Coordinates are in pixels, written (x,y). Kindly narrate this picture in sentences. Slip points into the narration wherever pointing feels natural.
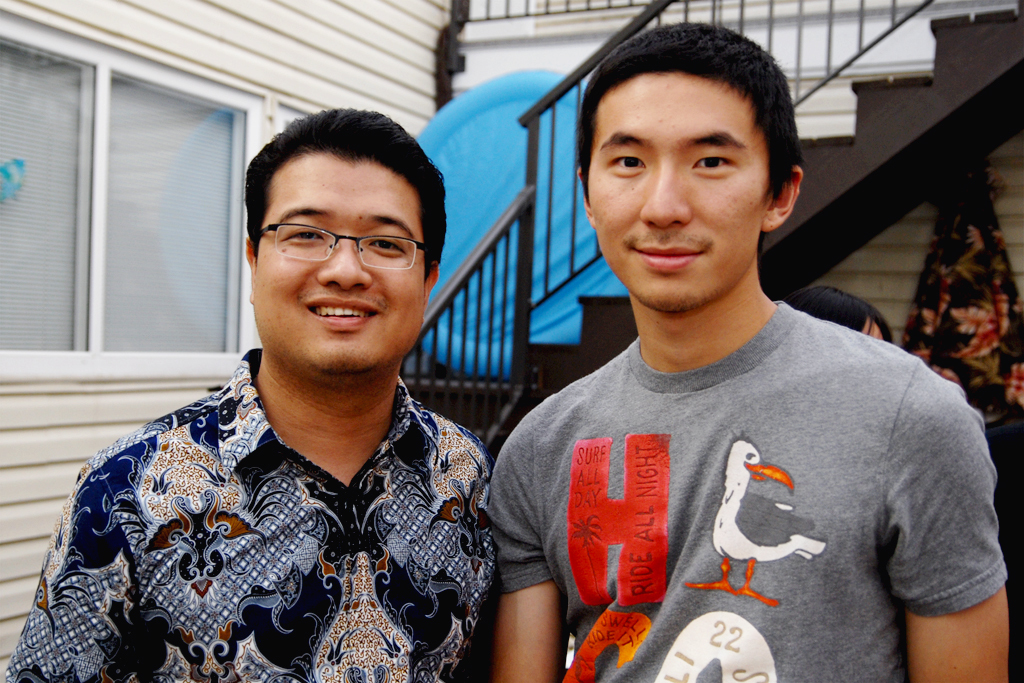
In this image we can see some people (724,499) standing. On the backside (520,314) we can see a building (189,392) with windows (184,342), a staircase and a cloth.
